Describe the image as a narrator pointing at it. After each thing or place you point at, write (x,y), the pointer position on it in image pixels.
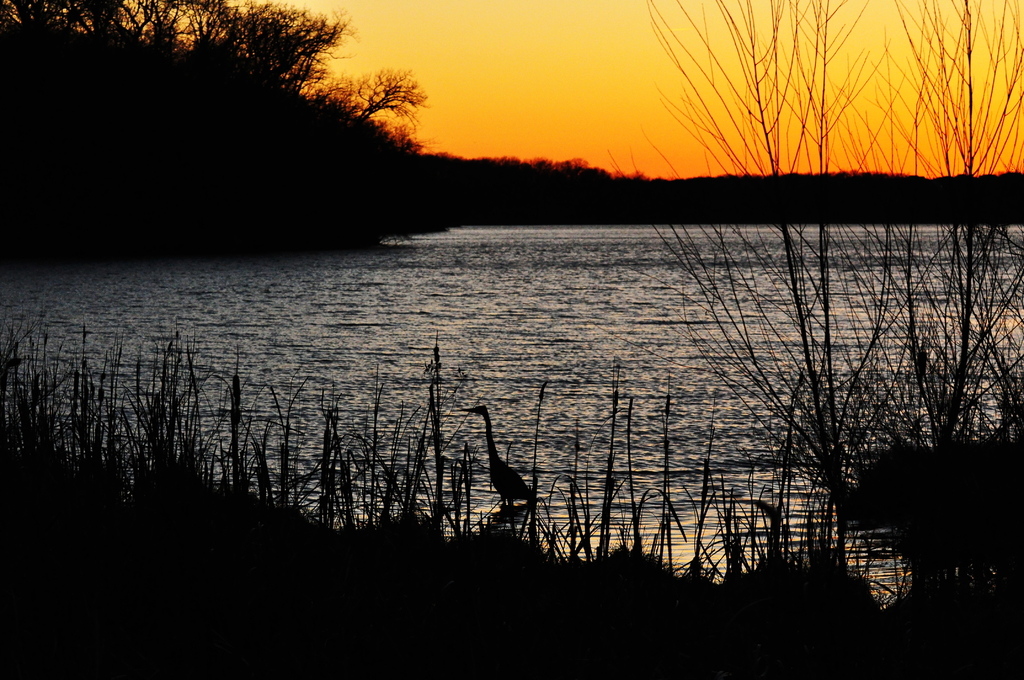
In this image we can see a bird (504,506) which is in water (596,405), there are some plants (269,507) and in the background of the image (614,77) there are some plants (579,198) and orange color sky (605,87).
